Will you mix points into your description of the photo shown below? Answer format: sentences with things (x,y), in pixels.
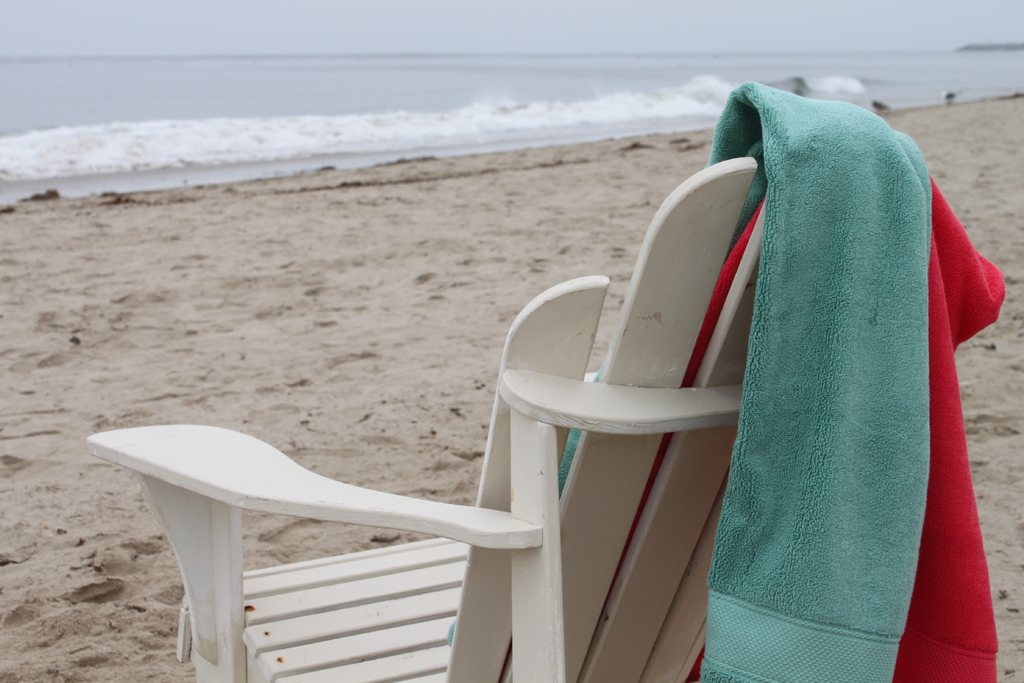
In this picture there is a white color chair (238,523) in the beach (251,516). We can observe a cyan color and red color towels (834,436) on the chair (731,425). In the background (386,105) there is an ocean (355,105) and a sky (414,40).
